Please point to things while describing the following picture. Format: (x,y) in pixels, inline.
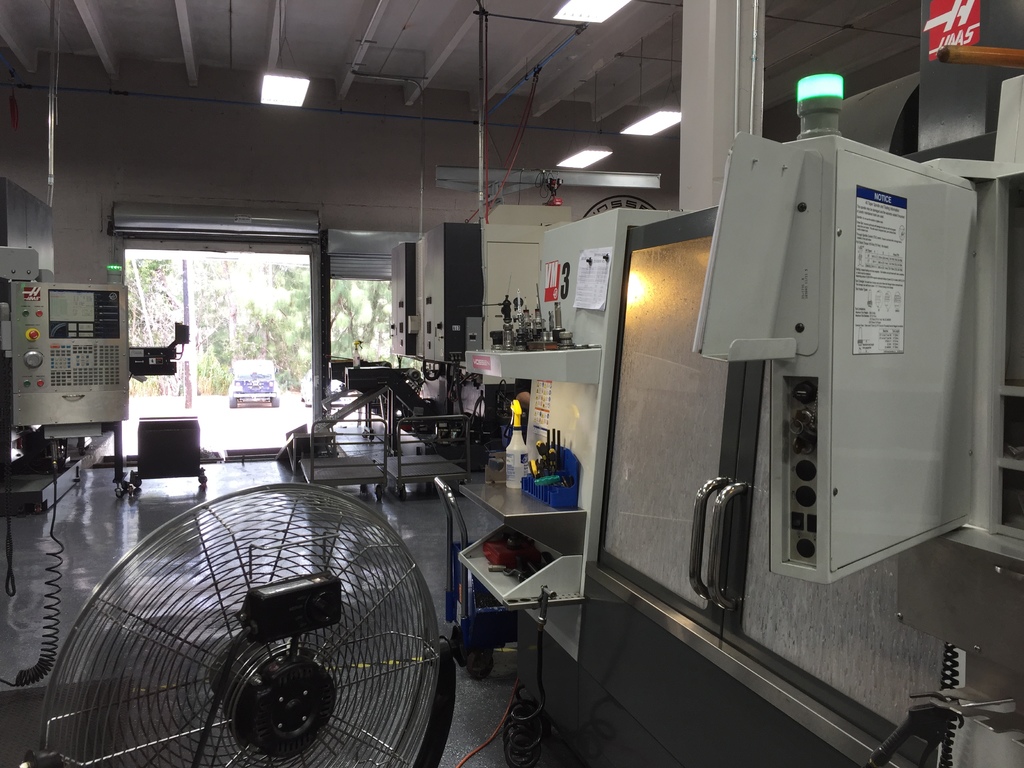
In this image we can see some electronic devices (608,474) with wires (955,729). We can also see some papers (580,293) pinned to a wall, a group of trees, cloth (515,558), a container (545,497) and some tools (543,484) placed on the shelves (528,510), a lamp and some trolleys (349,475) placed on the floor (308,475). We can also see a wall (223,144), pillar (710,82) and a roof (321,72) with some ceiling lights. On the backside (386,350) we can see a pole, group of trees (307,308) and a car (267,370) parked aside.
